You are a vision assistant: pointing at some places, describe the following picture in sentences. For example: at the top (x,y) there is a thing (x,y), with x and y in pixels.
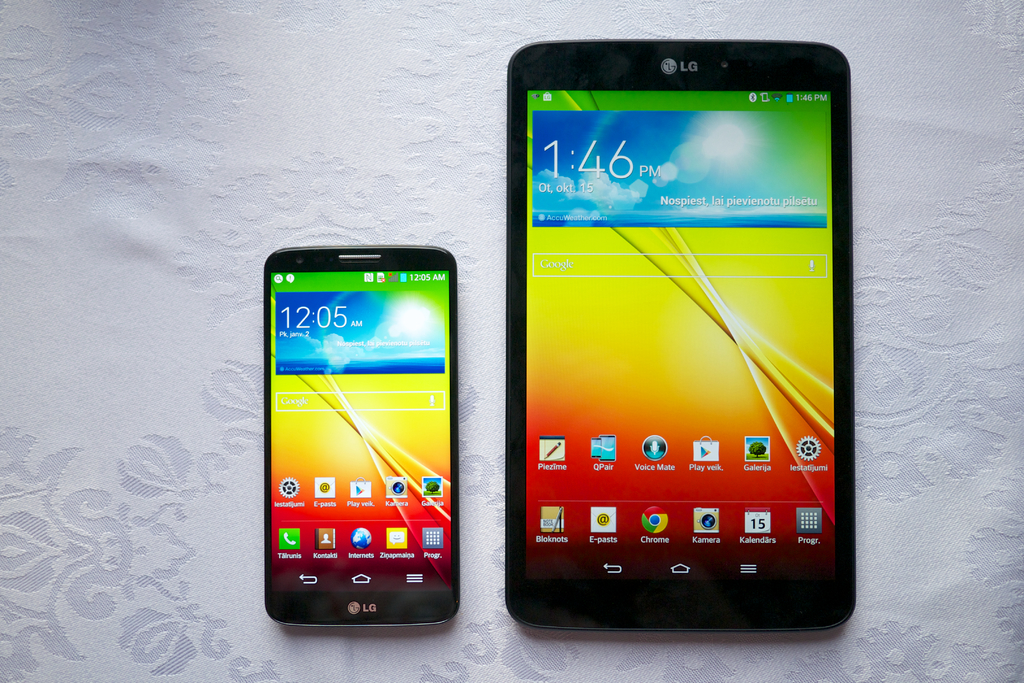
In this image I can see two mobiles (685,473) on the white color surface (89,301) and I can see few icons (330,545) on the mobile (614,427).
